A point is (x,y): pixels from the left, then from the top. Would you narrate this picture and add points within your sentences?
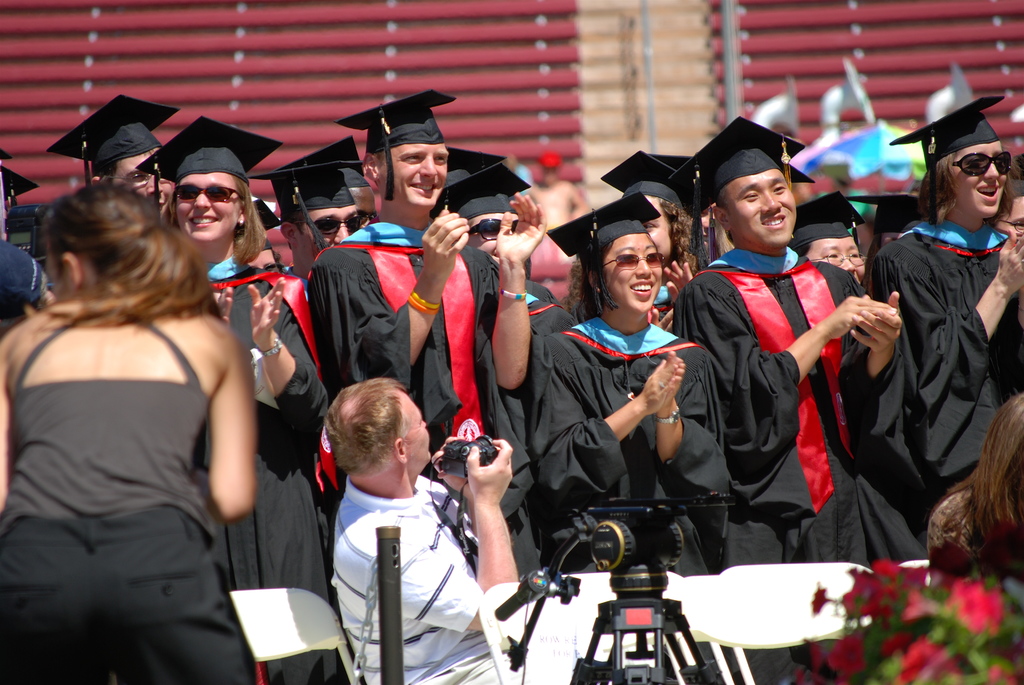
I think this image is taken on a graduation day. Some group of people (377,317) are wearing black costumes (581,391) and black hats (615,232). In the middle (354,455) there is a men (400,489) who is wearing a white t shirt (435,551) and holding a camera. To the left corner (195,438) there is a woman (152,316), she is wearing grey shirt (161,451) and black trousers (179,518). Towards the right bottom (1003,672) there are some flowers (908,682). In the background (582,129) there is a building (536,76).
